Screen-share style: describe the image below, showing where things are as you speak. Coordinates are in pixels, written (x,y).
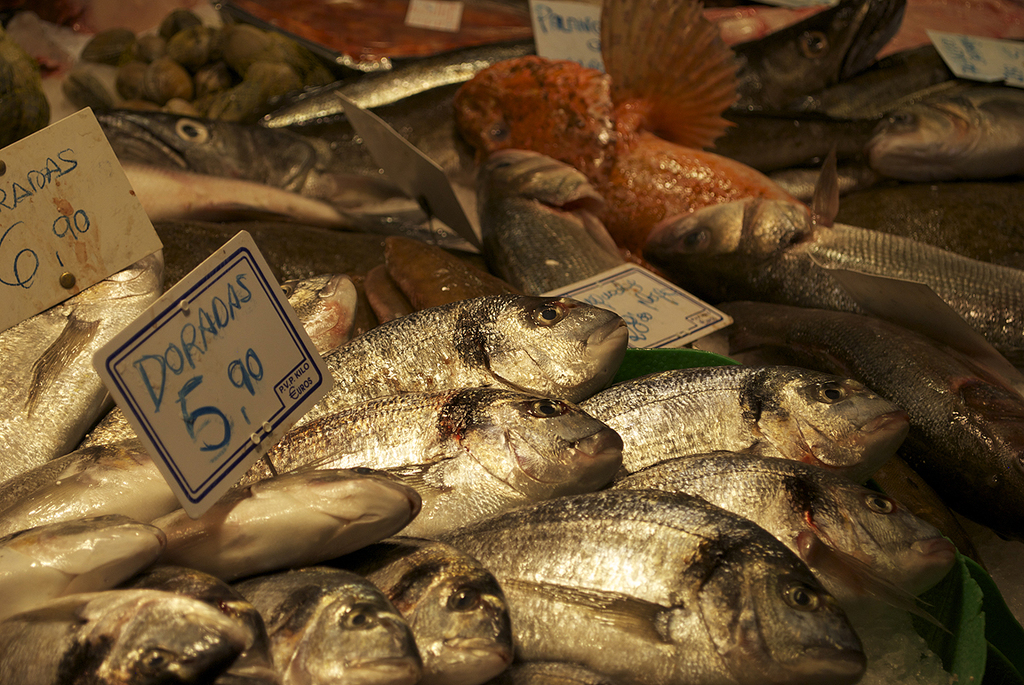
In the foreground of this image (548,489), there are fish (446,494) and price tags (579,22). At the top (145,92), it seems like food (242,67).
